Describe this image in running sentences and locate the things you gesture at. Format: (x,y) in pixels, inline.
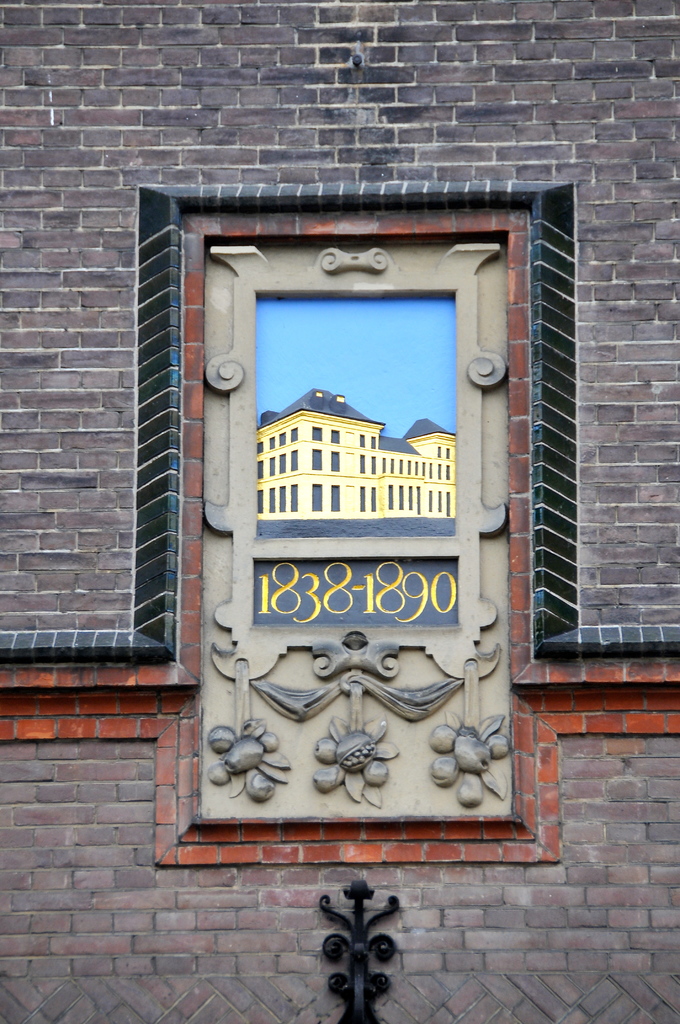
In this image there is a board (239,347) attached to the wall (330,91).
